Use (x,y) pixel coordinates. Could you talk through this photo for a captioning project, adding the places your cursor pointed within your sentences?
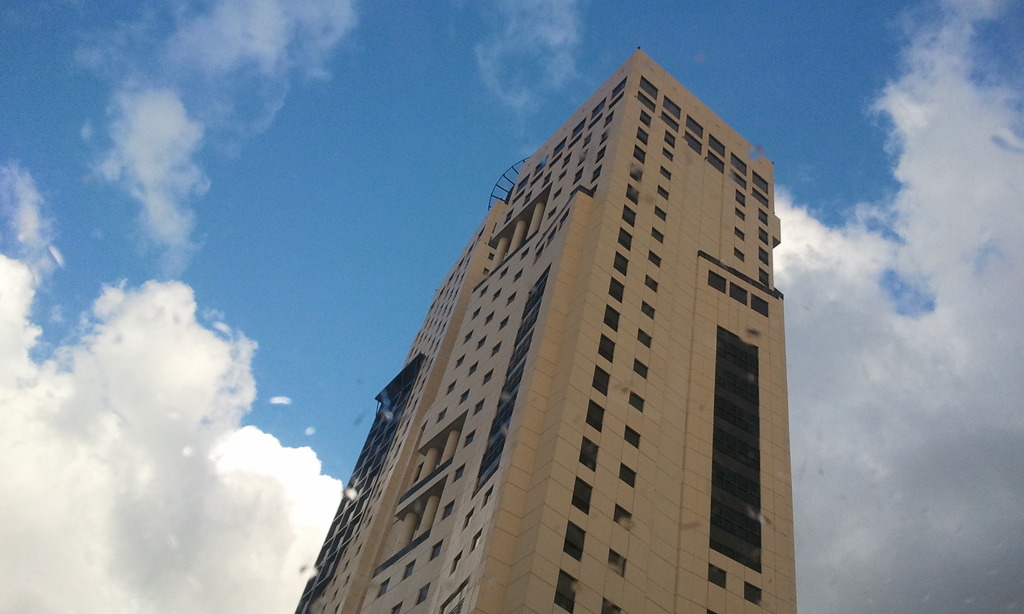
In this image there is a building (529,388). In the background (210,326) there is sky (811,183).
